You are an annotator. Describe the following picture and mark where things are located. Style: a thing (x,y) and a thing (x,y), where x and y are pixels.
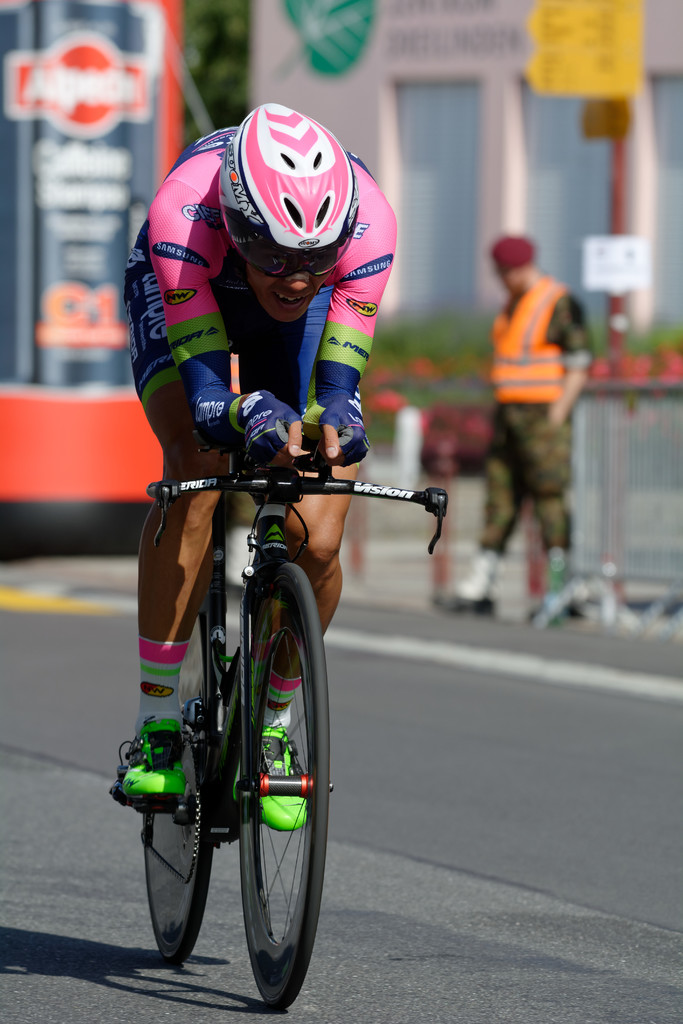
The image is outside of the city. There is man (285,340) riding his bicycle (309,450) on right side (514,291) there is man (519,308) standing we can also see a trees (460,325) and a buildings (488,119) on right side (534,117). In background (84,62) there are trees (207,27) and hoardings (138,91). On bottom (461,718) there is a road (476,746) which is in black color.
